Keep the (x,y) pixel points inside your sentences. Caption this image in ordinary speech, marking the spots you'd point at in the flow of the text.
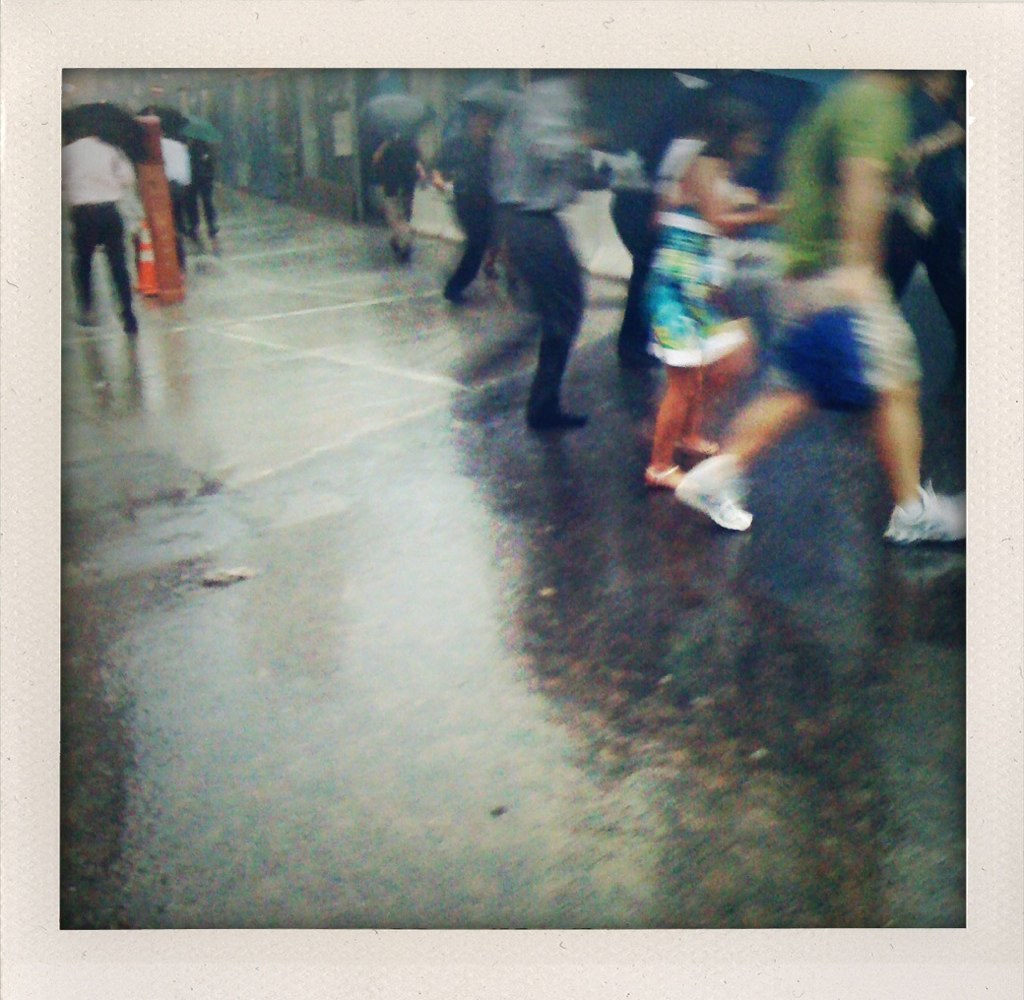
In this image, we can see people (675,308) on the road (247,407) and are holding umbrellas (172,129) and we can see a pole (163,239) and a traffic cone (143,236). In the background (254,111), there is a wall (328,105).
